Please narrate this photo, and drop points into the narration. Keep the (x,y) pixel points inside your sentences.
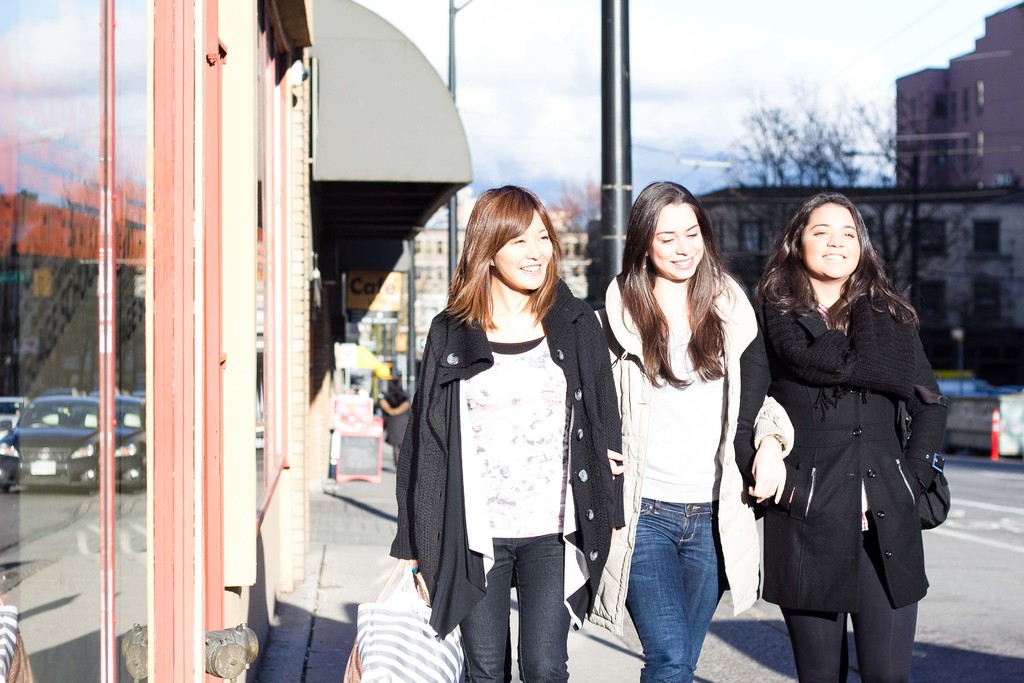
In this image there are three ladies (710,503) walking on a footpath (624,656), beside them there is a road (981,497), on the left side (237,400) there are shops (318,364), in the background (845,180) there are buildings (806,189) and trees (819,168).
